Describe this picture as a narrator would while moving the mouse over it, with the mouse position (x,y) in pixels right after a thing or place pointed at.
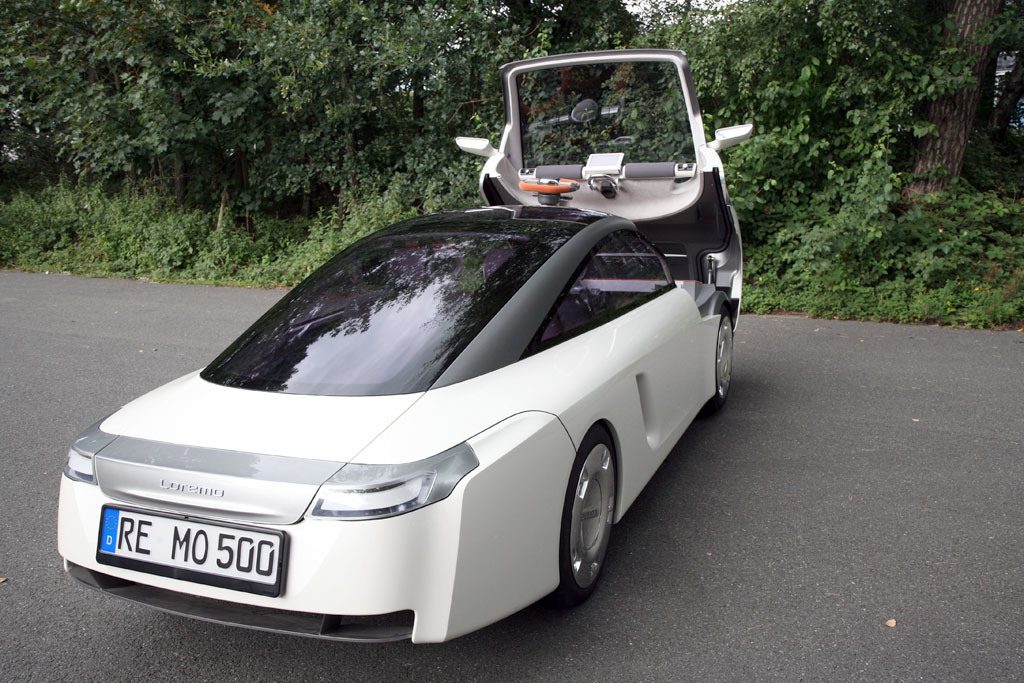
In this image I can see a vehicle (296,507) in white color and the vehicle (304,527) is on the road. Background (441,155) I can see trees (430,161) in green color and sky (649,8) is in white color.
